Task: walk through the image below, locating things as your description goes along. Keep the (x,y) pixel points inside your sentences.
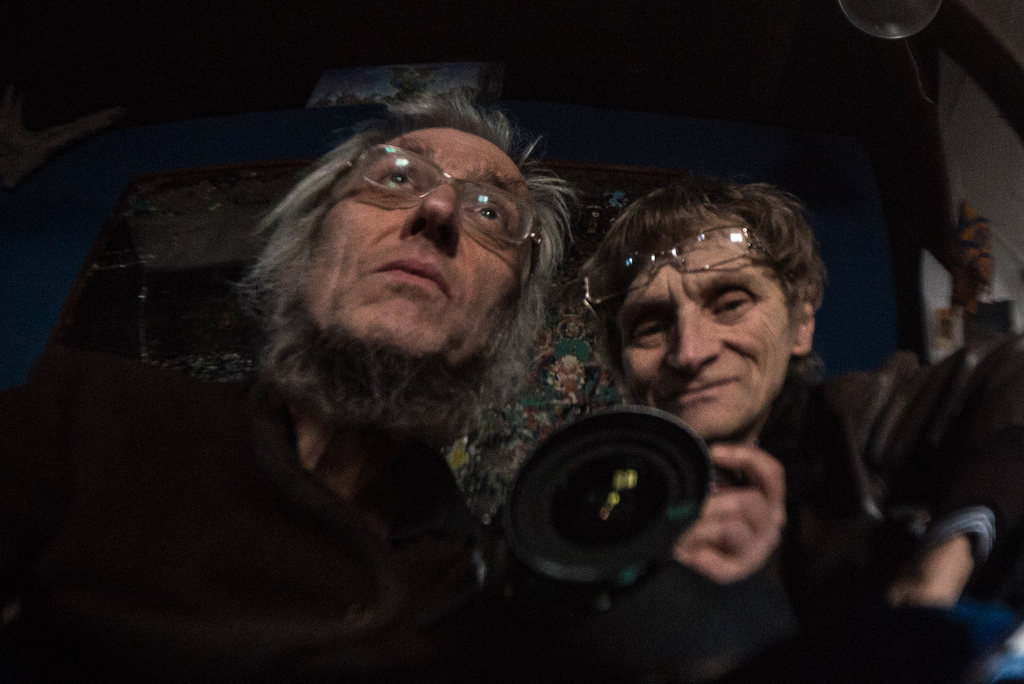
In this image there are two persons (21,560) sitting and holding a camera (599,468).
